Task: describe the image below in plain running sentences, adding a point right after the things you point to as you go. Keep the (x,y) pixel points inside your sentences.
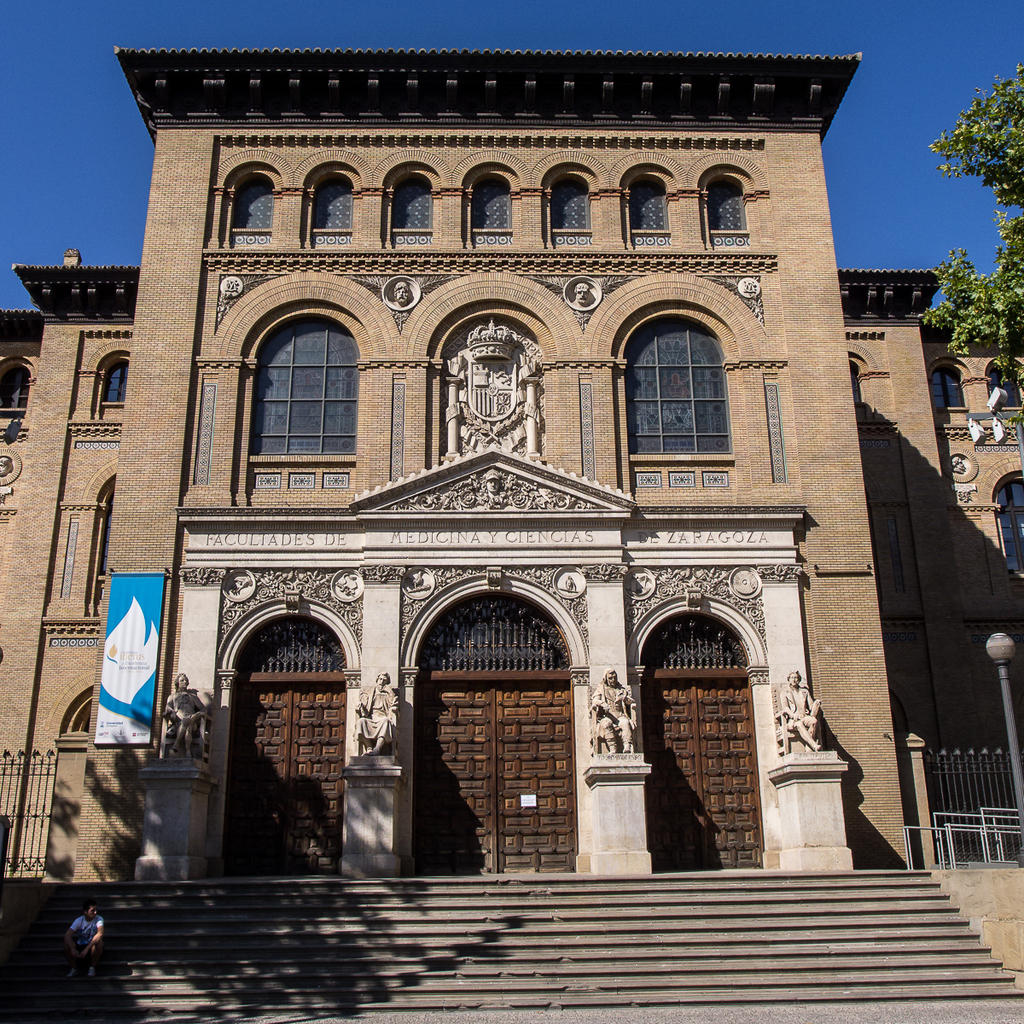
In this image, we can see a building (263,651). We can see some sculptures (242,609) carved on the walls (756,626) of the building (760,634). We can also see some text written on the wall (748,568). We can see a board (132,638) with some image (127,664) and text (136,654). We can see some stairs (113,924). We can see a person (87,960). We can see the fence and a pole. There is a tree (992,98) and we can see the sky (910,172).
